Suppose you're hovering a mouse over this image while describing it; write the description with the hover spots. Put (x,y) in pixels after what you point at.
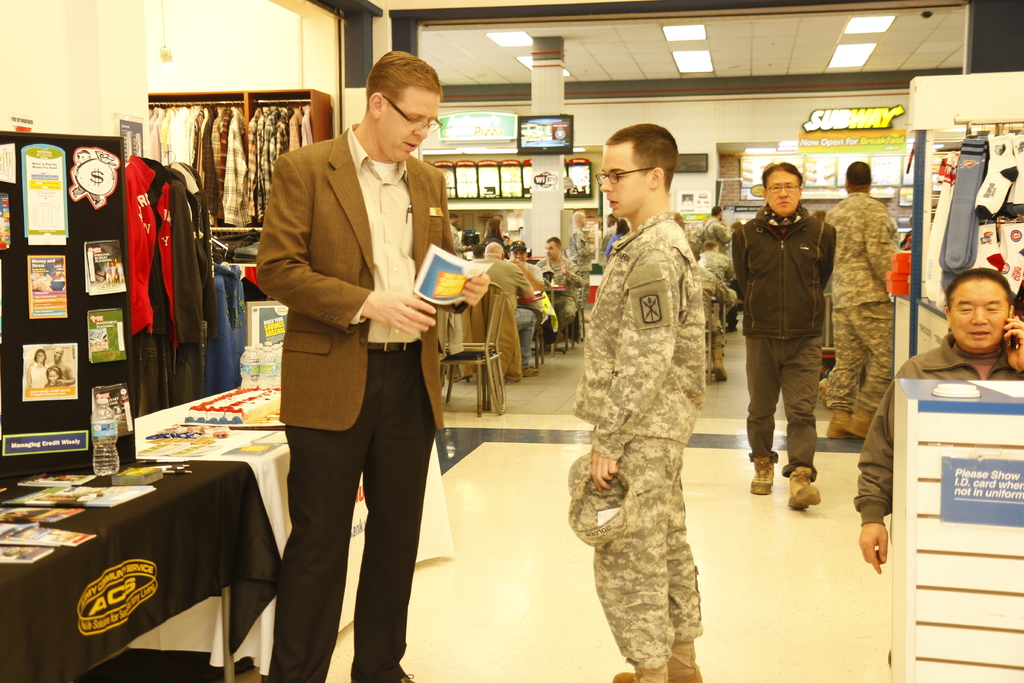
In this picture there are people (335,620) and we can see bottles (280,350), books (24,510), board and objects (258,401) on tables (434,521). We can see clothes (200,206), posters (53,381) on a board (85,387), socks (983,196), wall (300,66) and objects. In the background of the image (721,335) we can see people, chairs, boards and television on a pillar (552,231). At the top of the image (592,38) we can see lights (673,29) and ceiling (838,33).
